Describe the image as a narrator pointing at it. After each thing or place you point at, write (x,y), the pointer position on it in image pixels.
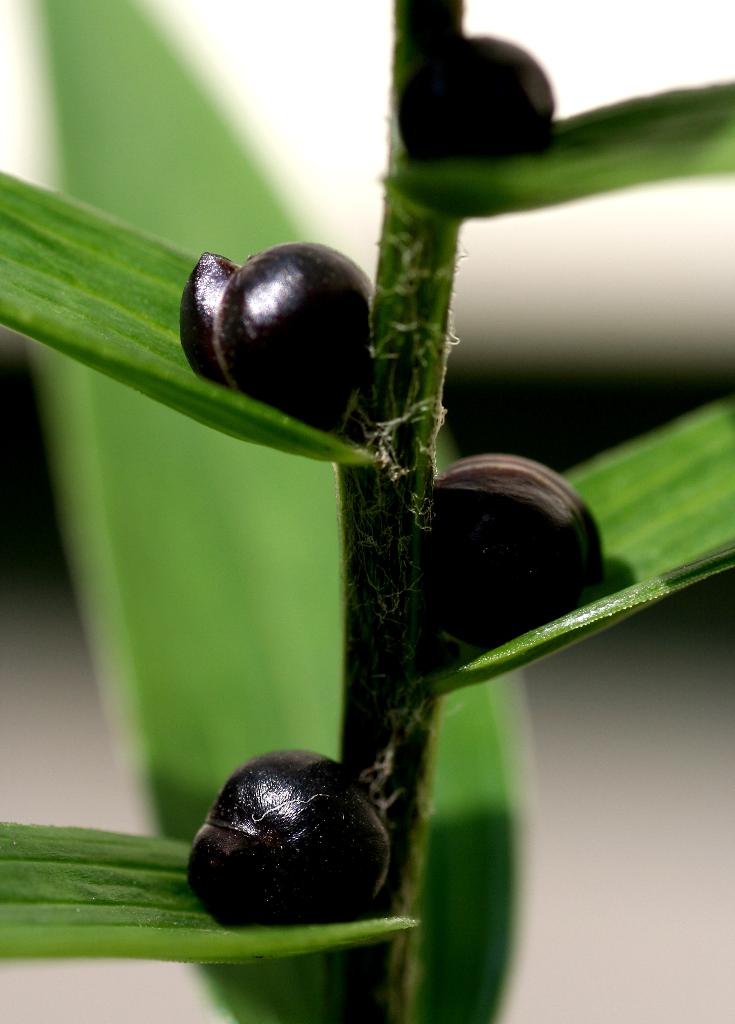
As we can see in the image there is a plant (373,809) and fruits (310,823).
